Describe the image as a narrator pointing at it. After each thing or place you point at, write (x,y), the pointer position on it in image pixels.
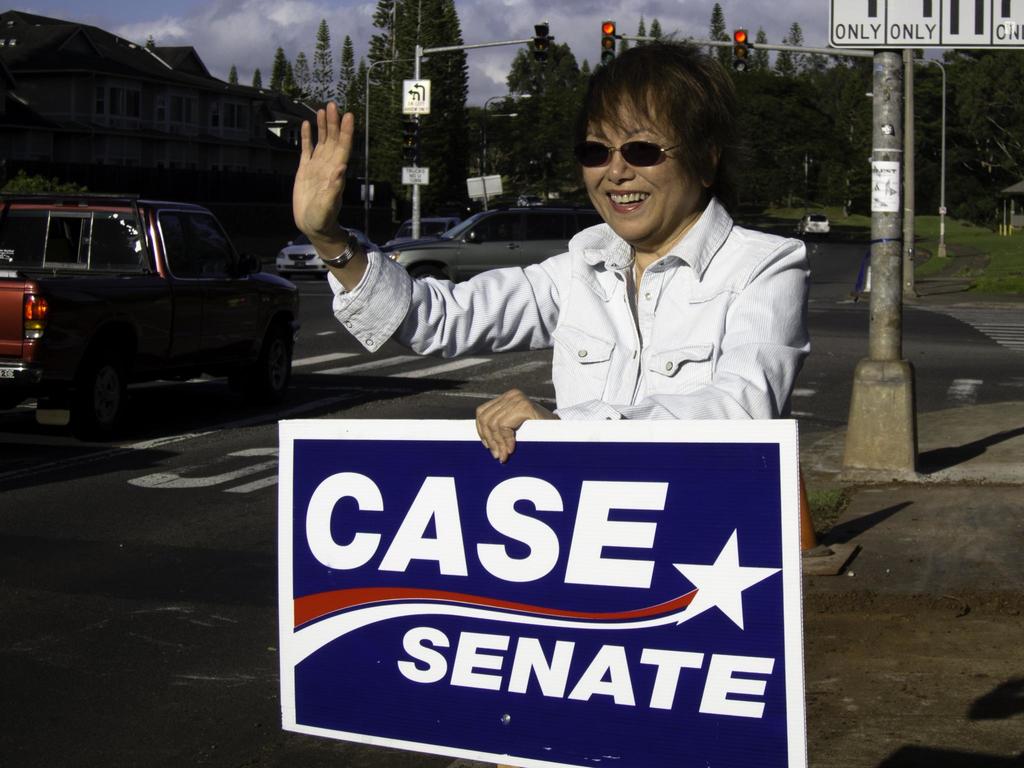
There is a lady (646,330) wearing goggles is holding a board (526,545) with something written on that. In the back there is a road (325,375) with many vehicles (486,221). Also there are poles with sign boards (426,82) and a traffic pole (413,234) with signals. In the background (487,131) there are trees (397,94) and a building (112,122) with windows (110,112). Also there is sky (577,19).
